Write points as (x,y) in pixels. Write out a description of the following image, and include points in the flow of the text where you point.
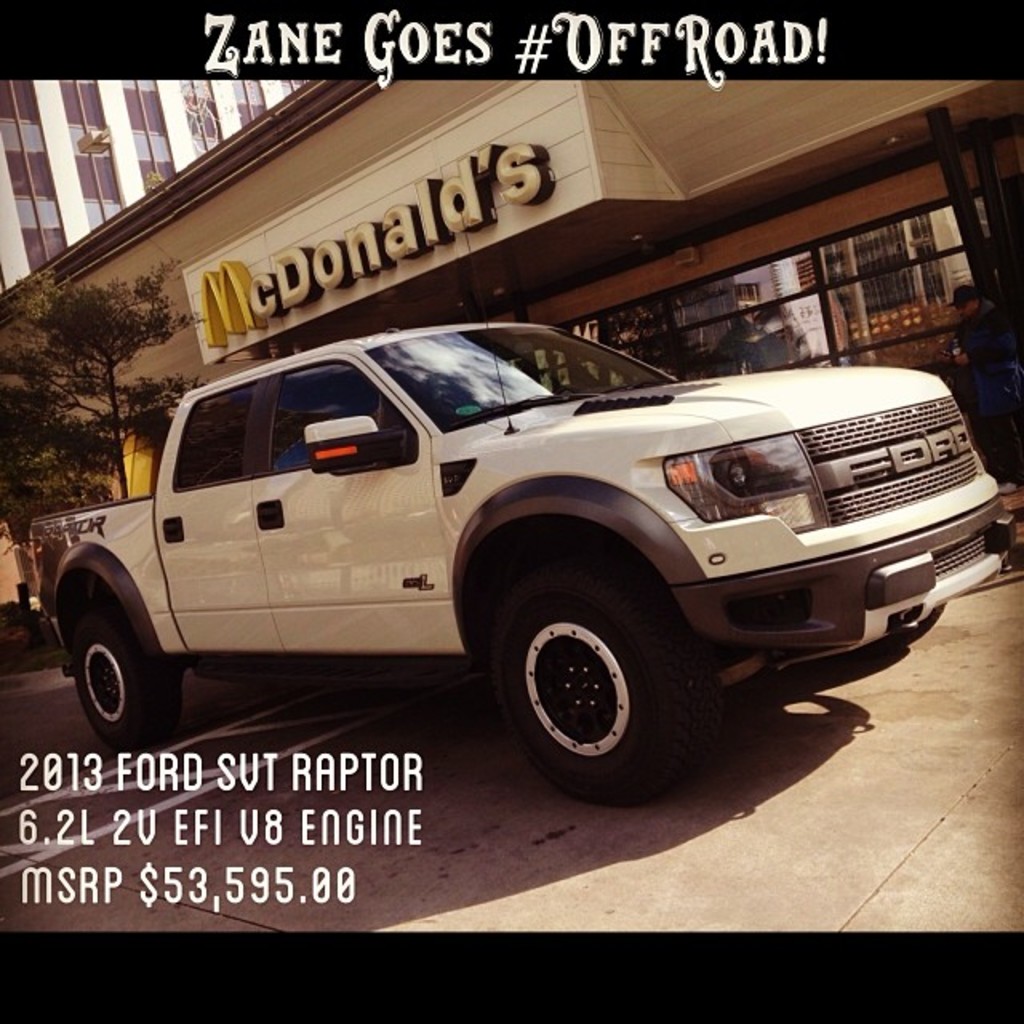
There is a vehicle (445,625) in the middle of this image (445,625). We can see trees (96,331) and buildings (461,250) in the background (449,231). There is a text (442,40) at the top of this image (451,36) and at the bottom of this image (301,823) as well.
